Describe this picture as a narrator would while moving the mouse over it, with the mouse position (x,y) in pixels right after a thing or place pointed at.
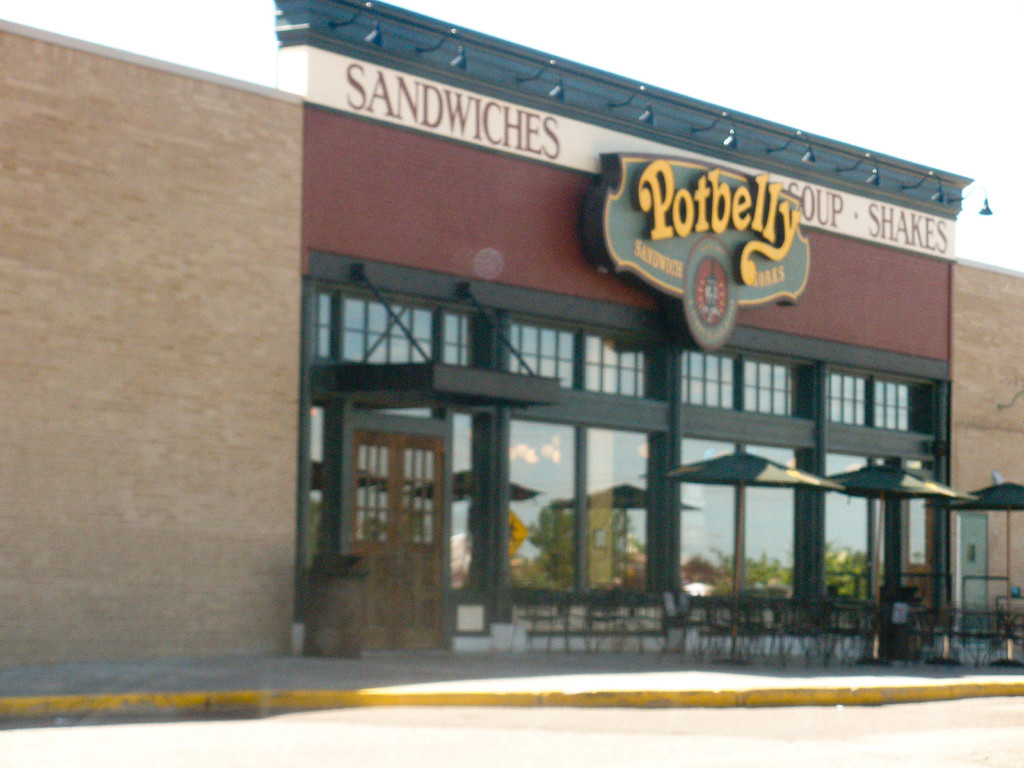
In this image I can see a building (550,235). Here I can see framed glass walls (646,492), chairs (694,611) and other objects (740,497). In the background (870,76) I can see the sky (843,86).
